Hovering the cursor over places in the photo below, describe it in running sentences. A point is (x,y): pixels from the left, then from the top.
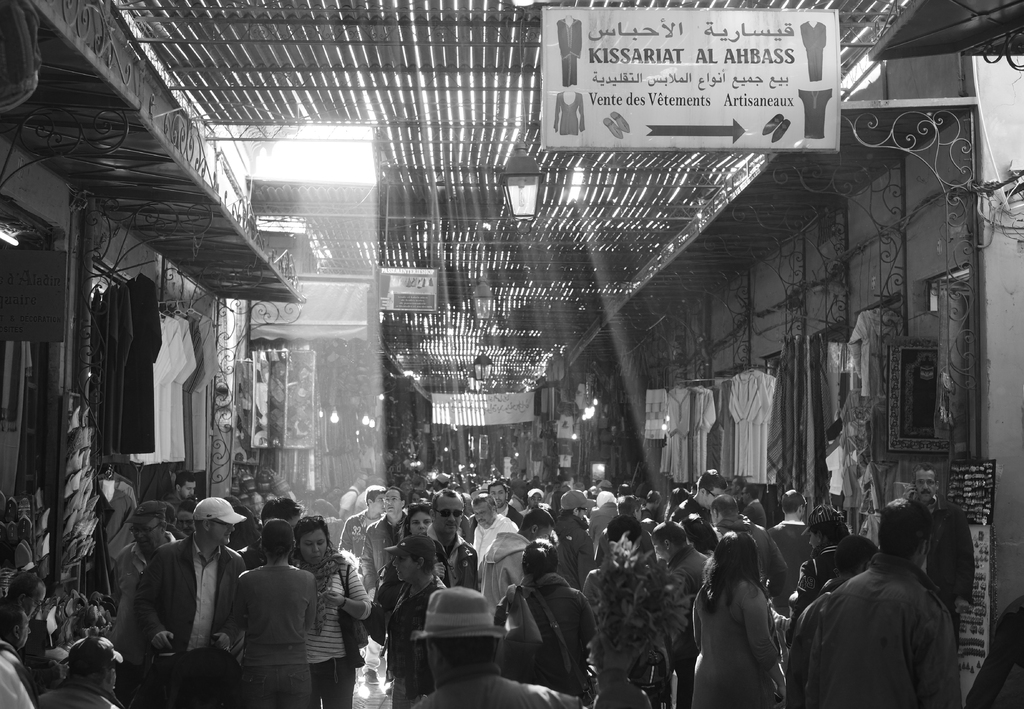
This is a black and white image in this image there are group of people (442,595) on a road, on either side of the road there are shops (709,422) on the top (545,42) there is a board (653,18) on that board (804,104) there is some text (713,82) written.
